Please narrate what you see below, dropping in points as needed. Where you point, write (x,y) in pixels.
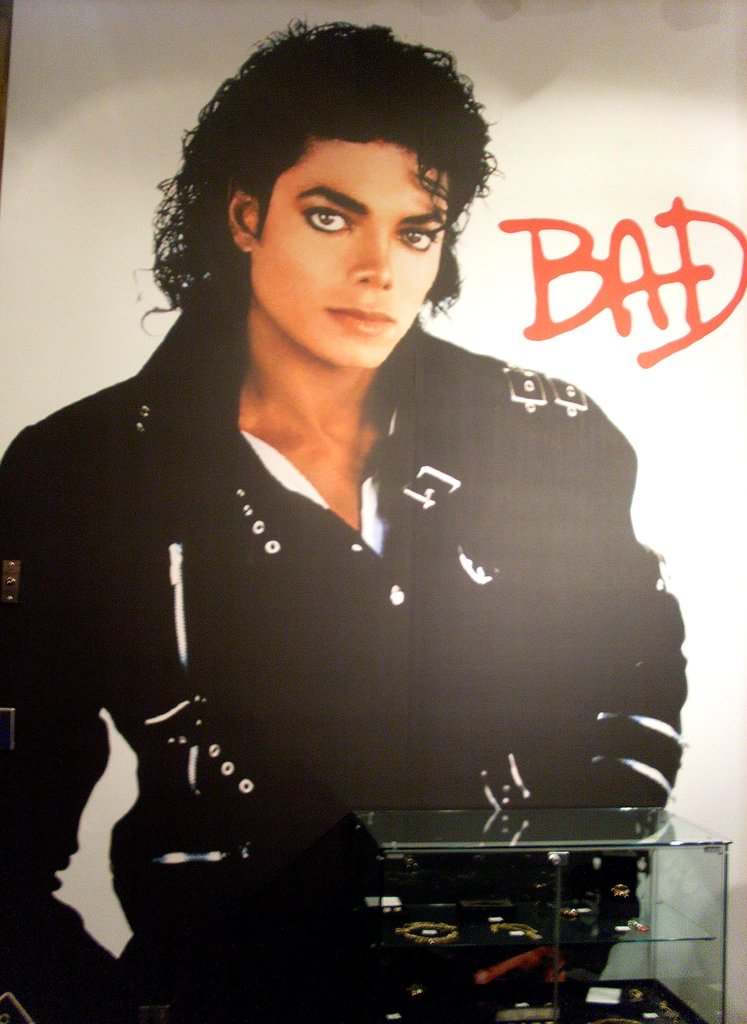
In this image there are some objects (531,926) in the glass box (535,860), and at the background (539,802) there is a poster (264,833) of Michael Jackson (439,805).
